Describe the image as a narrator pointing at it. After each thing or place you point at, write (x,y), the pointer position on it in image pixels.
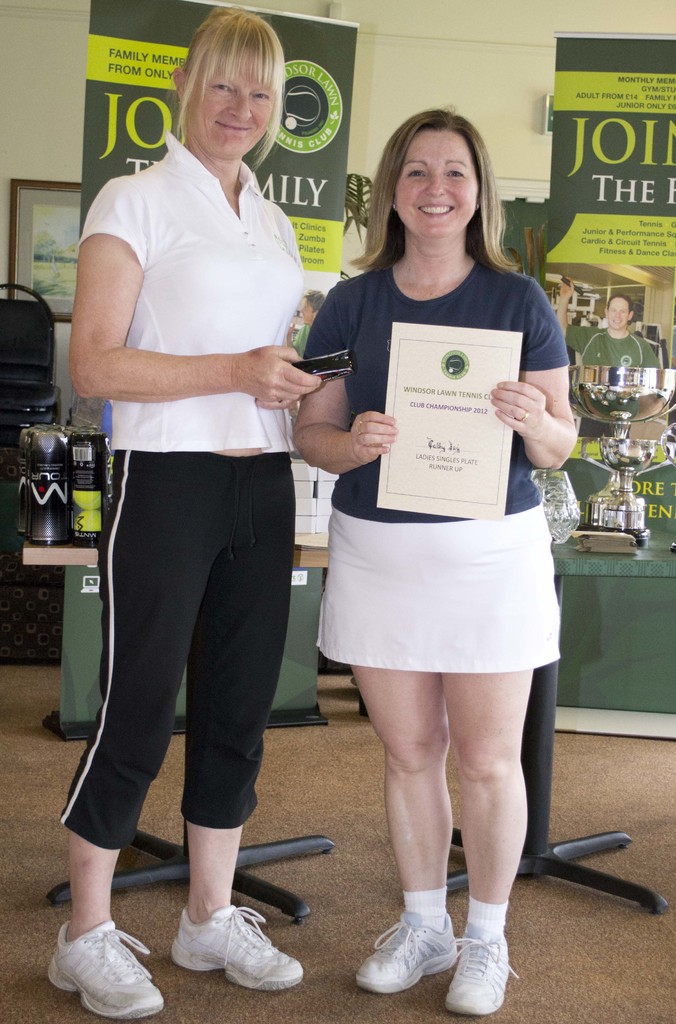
In the center of the image (373,343) there are woman (325,626) standing on the floor (337,975). In the background (628,448) we can see bottles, trophies (622,442), advertisements (630,178), photo frames (18,268) and wall (401,83).
